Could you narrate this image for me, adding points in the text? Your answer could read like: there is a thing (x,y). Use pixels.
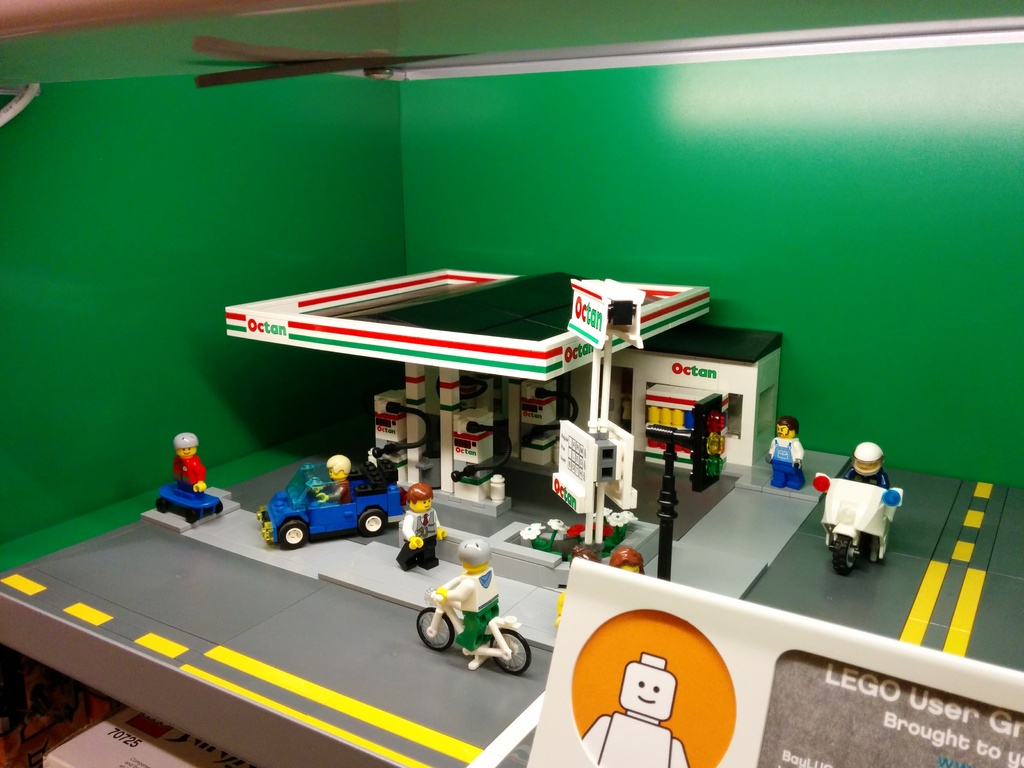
In this picture there is a cardboard (537,500) filled with toys (396,484) representing a petrol place (495,361). There is also a label (839,679) called LEGO USER to the right side of the image (975,723).
